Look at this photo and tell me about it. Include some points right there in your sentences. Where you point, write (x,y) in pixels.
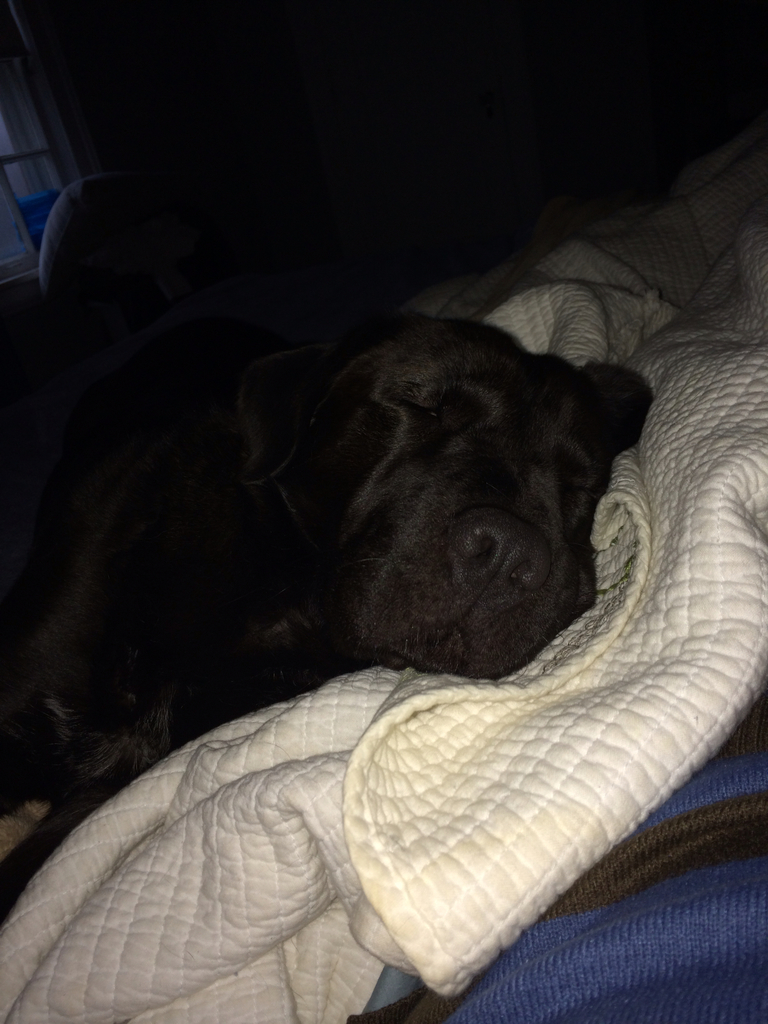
In this image we can see a dog (482,565) is sleeping on the white blanket (338,690). There is a blue color object (649,965) at bottom of the image (647,961).
